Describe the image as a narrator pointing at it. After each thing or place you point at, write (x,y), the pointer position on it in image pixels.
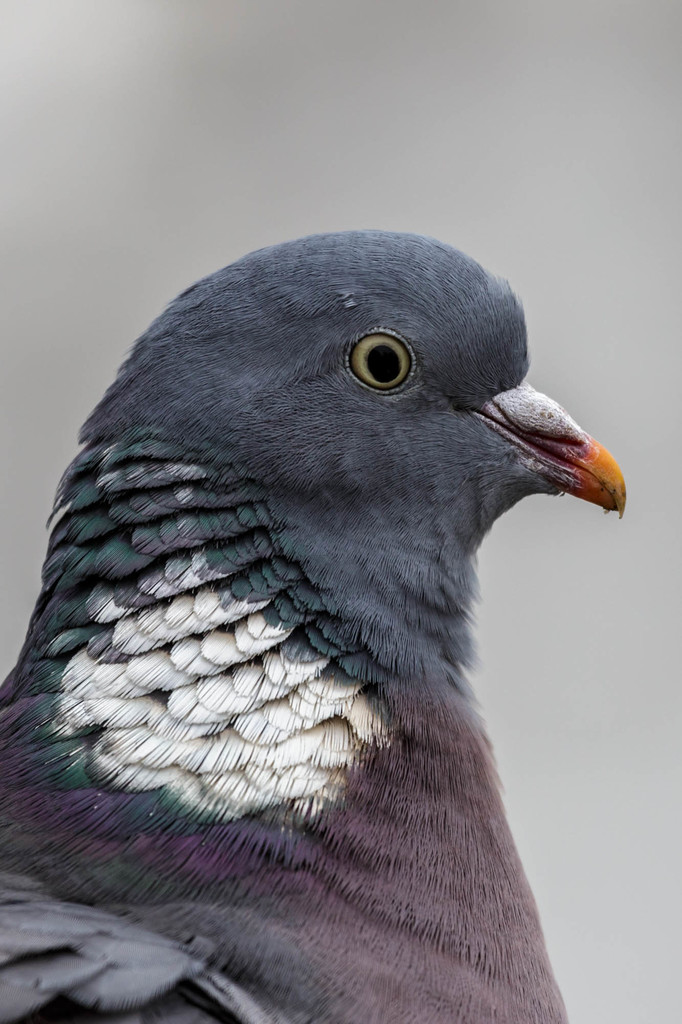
In the image there is a pigeon (240,598) in the front (293,514) and the background (502,149) is blurry.
